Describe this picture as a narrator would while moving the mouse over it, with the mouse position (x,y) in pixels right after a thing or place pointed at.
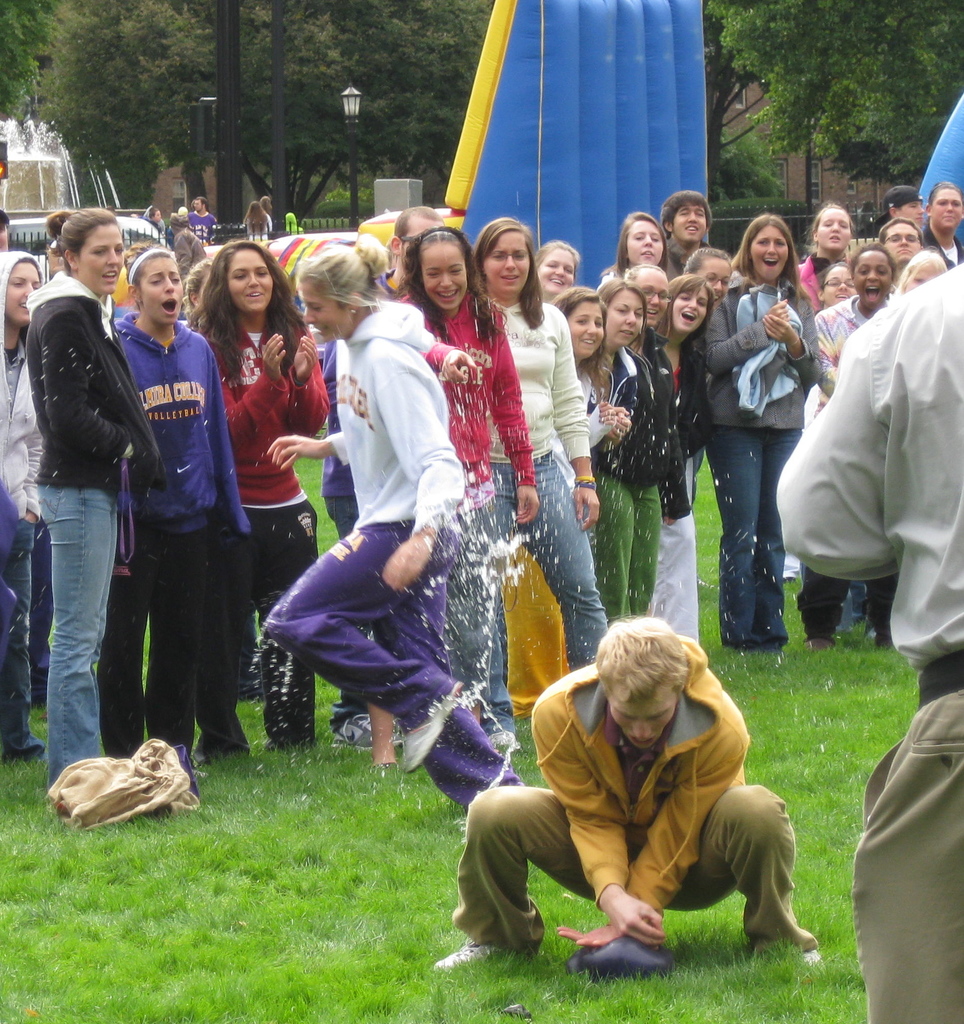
In the image there is a man (531,796) with yellow hoodie (643,860) and pants (492,875) sitting on grass land (831,916), behind him there is a woman (386,525) in white hoodie (389,498) and purple pants (495,761) running with water (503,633) sprinkling all over her and behind there are many girls (209,366) standing and laughing, over the back (165,87) there are many trees (173,133) all over the image with some people (207,206) walking on it over the left side (261,218).
